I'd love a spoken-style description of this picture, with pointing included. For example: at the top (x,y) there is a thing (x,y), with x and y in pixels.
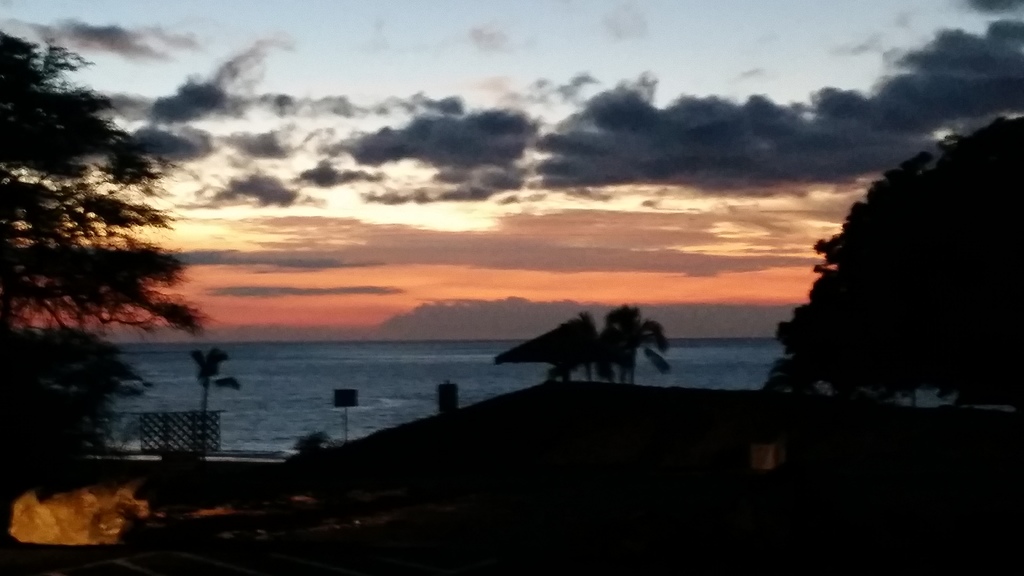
On either side of the picture, there are trees (970,348). In the middle of the picture (556,375), we see trees (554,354), pole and a board (340,397). We see water (329,383) and this water (319,377) might be in the sea (476,362). In the background (410,248), we see the clouds (511,85) and the sky (473,71), which is in orange and blue color. At the bottom of the picture (649,443), it is black in color.
